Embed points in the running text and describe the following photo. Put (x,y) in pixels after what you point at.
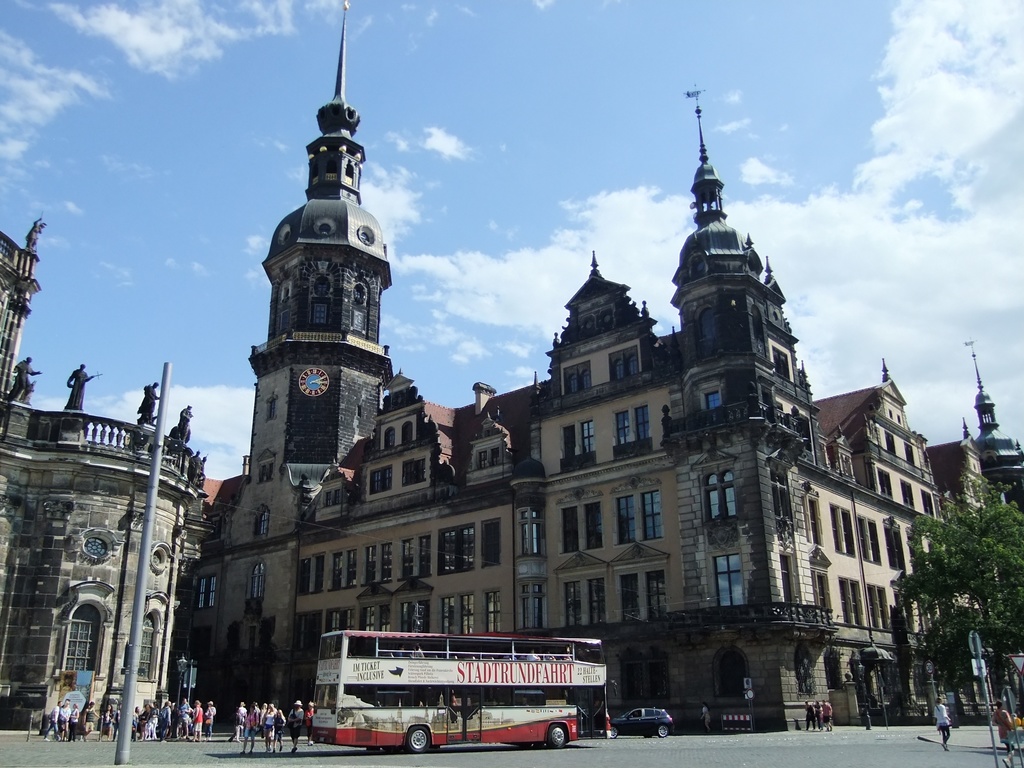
In this image I can see at the bottom (539,696) there is the double Decker bus (551,699). On the left side (196,732) there are few people (250,723) on the road (310,748), at the back side (433,530) there are big buildings (522,473). On the right side (986,567) there is a tree (968,585), at the top (599,151) there is the sky (496,162) in blue color.
